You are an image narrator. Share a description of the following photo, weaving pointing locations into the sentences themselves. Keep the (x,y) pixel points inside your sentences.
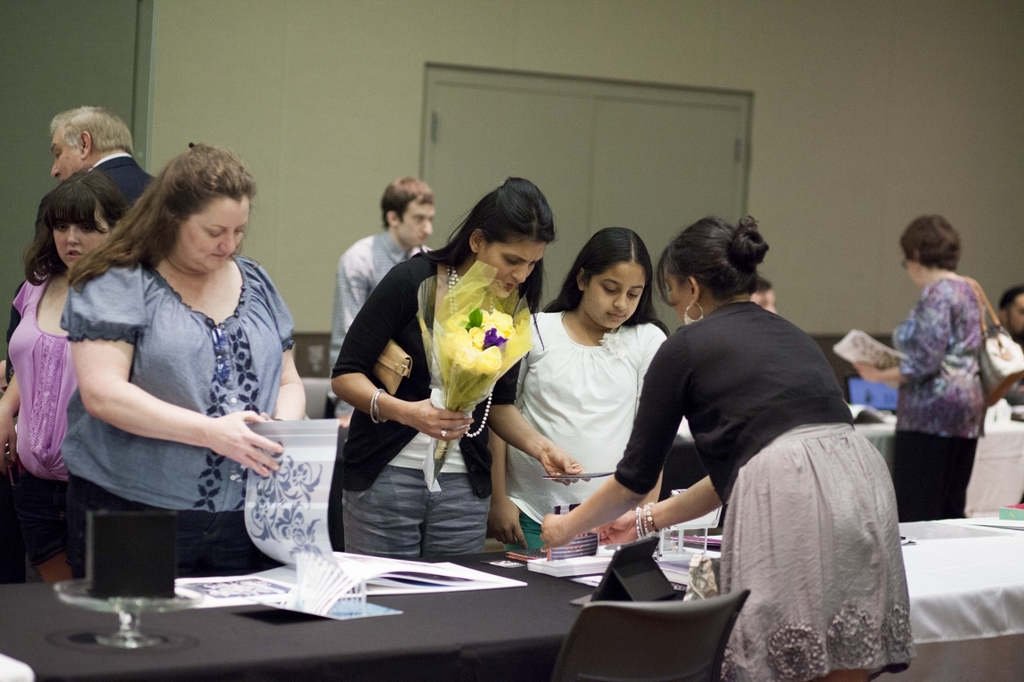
In this picture there is a lady (842,555) at the right side of the image (842,555) is showing a demo of things (543,562), there are some people (237,332) those who are purchasing the things (311,456) here in the area of the image, the lady (405,289) who is standing at the center of the image (422,290) is holding the flowers (428,333), there is a door (558,270) at the center of the image (554,245) behind the people (615,338).
